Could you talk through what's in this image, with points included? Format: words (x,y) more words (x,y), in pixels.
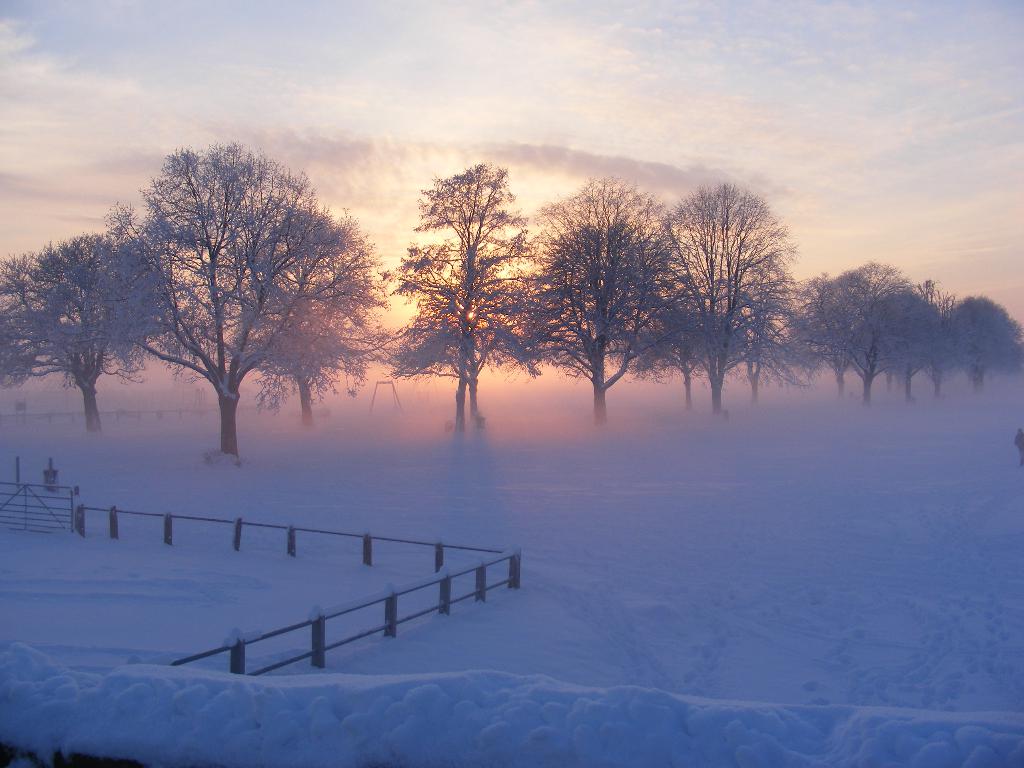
In this image we can see snow (526,626), fencing (450,576), trees (452,314), sky (520,151) and clouds (386,184).
